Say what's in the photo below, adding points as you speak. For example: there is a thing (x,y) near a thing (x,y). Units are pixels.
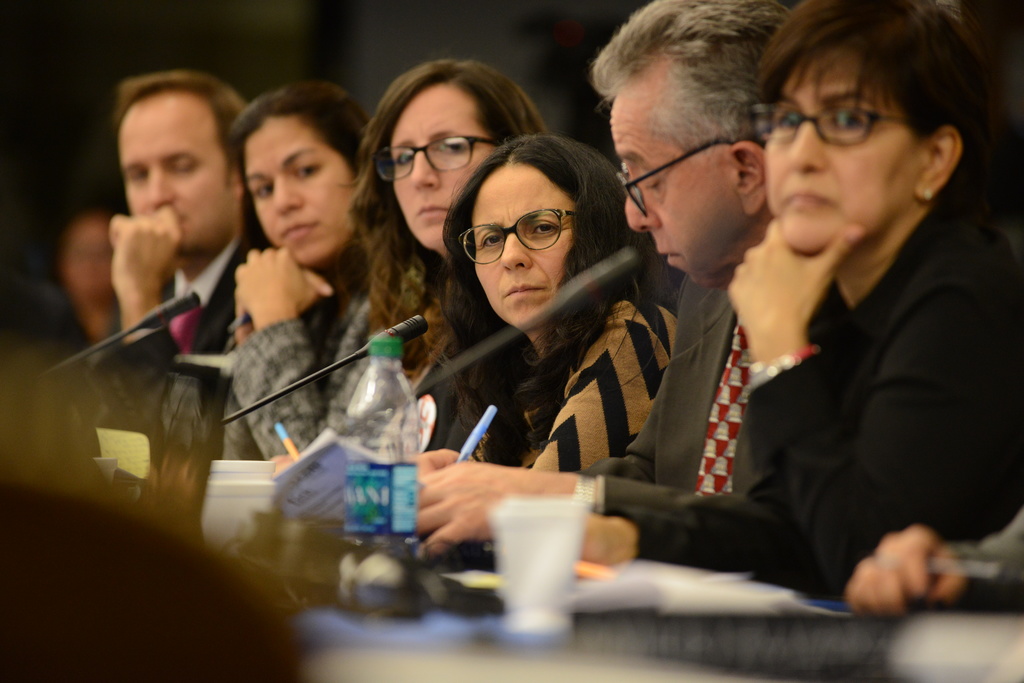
In this picture I can see so many people (422,304) in front of the table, on which there are some books (339,490), mike's (316,374), bottle (377,507) and some things (510,566) placed.
